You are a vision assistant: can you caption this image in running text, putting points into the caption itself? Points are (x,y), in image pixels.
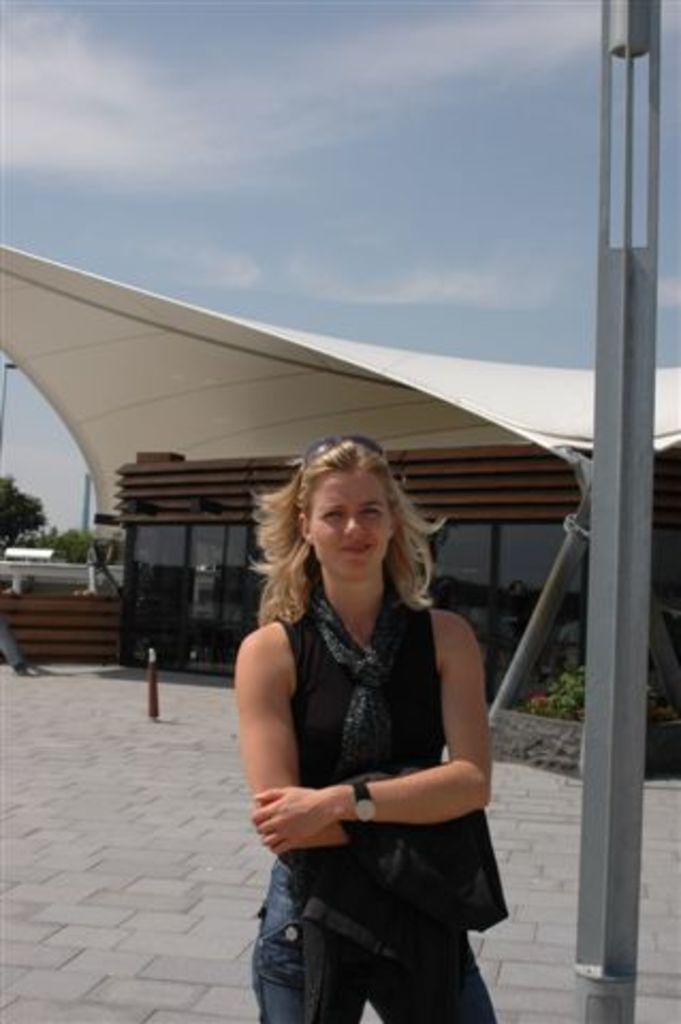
In the foreground of the picture (317,902) there is a woman (457,744) standing. On the right (589,957) there is a pole (631,474). In the background (223,474) there are trees (15,500), plant (537,708) and a building (456,471). Sky (286,139) is sunny.
